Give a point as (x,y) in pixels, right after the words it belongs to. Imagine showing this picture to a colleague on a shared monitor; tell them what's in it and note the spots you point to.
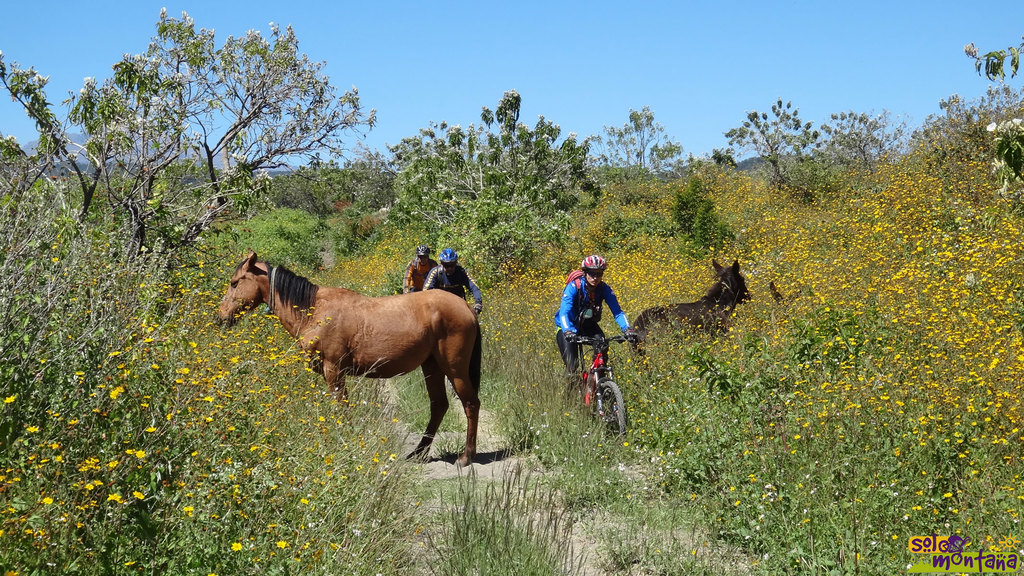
This picture is taken from outside of the city. In this image, in the middle (351,301), we can see a horse (467,332) standing on the land (530,487). On the right side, we can also see another horse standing on the plants (720,406). In the middle of the image (406,288), we can see three people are riding a bicycle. In the background (310,240), we can see some trees (659,164) and plants (731,218). At the top (510,9), we can see a sky (543,16), at the bottom (179,492), we can see a plant (642,405) with some flowers (824,383) and a land (503,472).
